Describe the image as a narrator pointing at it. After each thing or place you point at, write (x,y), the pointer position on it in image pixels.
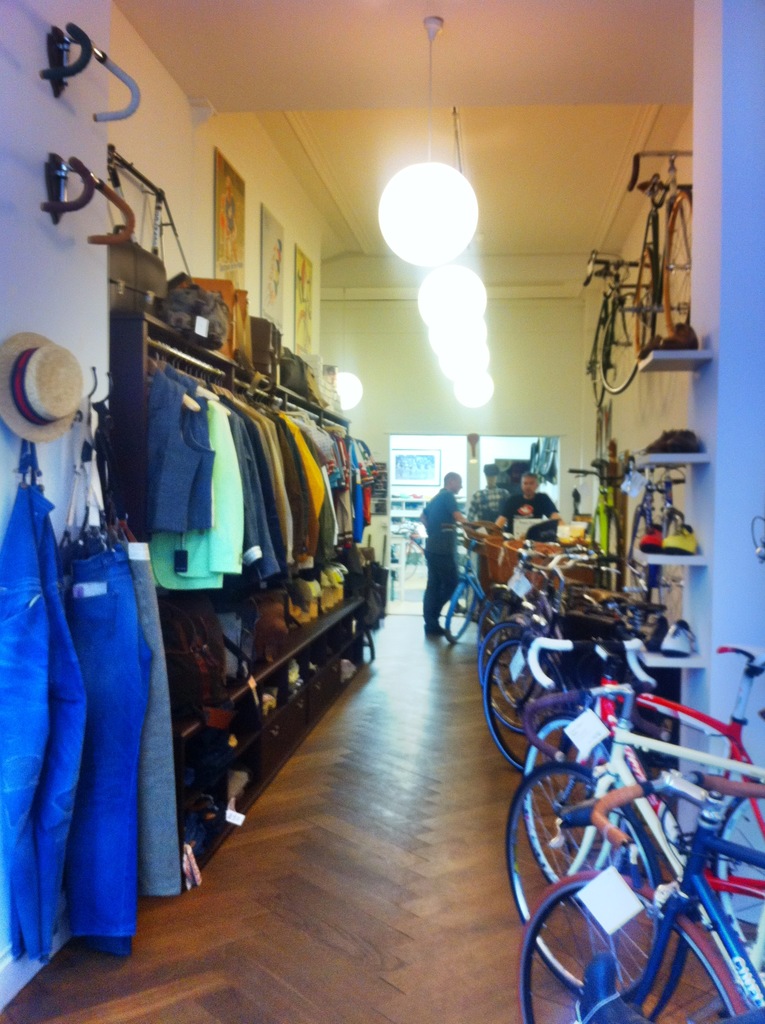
In the center of the image (498,510) we can see some persons (508,511) standing. In the right side of the image (698,853) we can see group of bicycles (526,574) placed on the ground (710,1003), some shoes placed on shelves (692,354). In the left side of the image (30,732) we can see a hat (34,440), handles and some clothes (109,588) on the wall (20,304), we can also see bags (184,322) and some objects (267,606) place on surface (184,793). In the background (464,360) we can see some photo frames (263,310) on the wall (356,365) and some lights (451,349) on roof (406,71).
